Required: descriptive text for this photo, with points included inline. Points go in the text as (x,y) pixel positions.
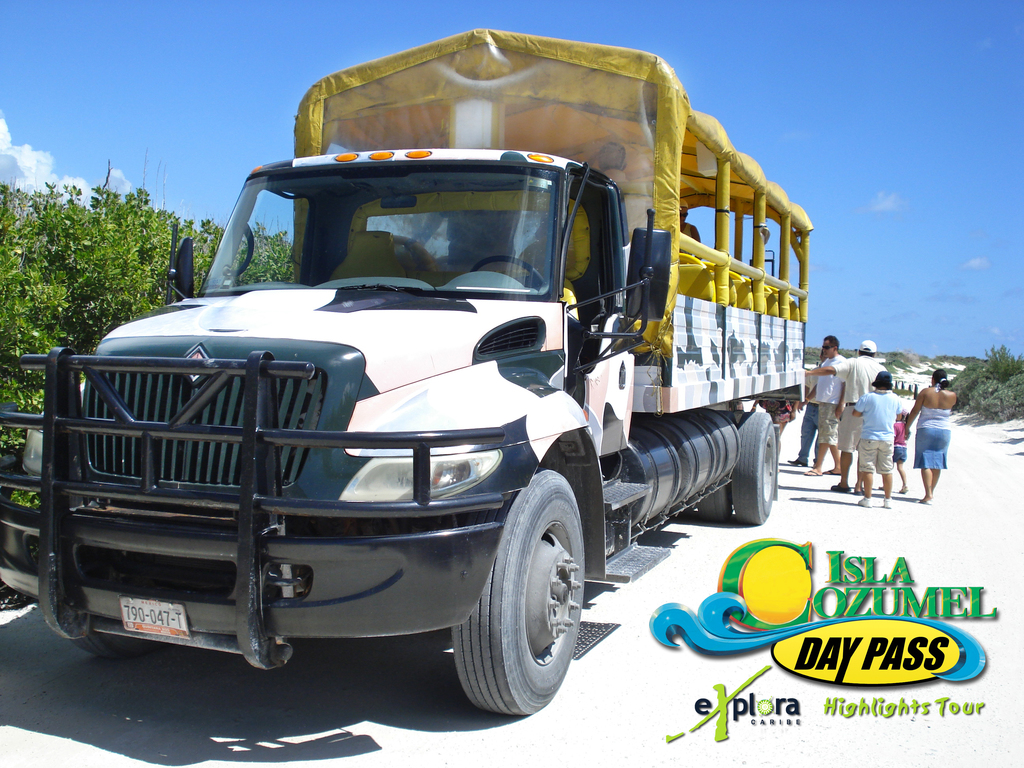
In the picture we can see a truck (525,616), which is parked on the white color sand path (598,616) and on the truck (766,399) we can see a yellow color shed (651,149) and behind the truck (692,277) we can see some people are walking and beside the truck (493,307) we can see some plants (93,229) and in the background (62,151) we can see a sky (89,163) with clouds (27,148).
